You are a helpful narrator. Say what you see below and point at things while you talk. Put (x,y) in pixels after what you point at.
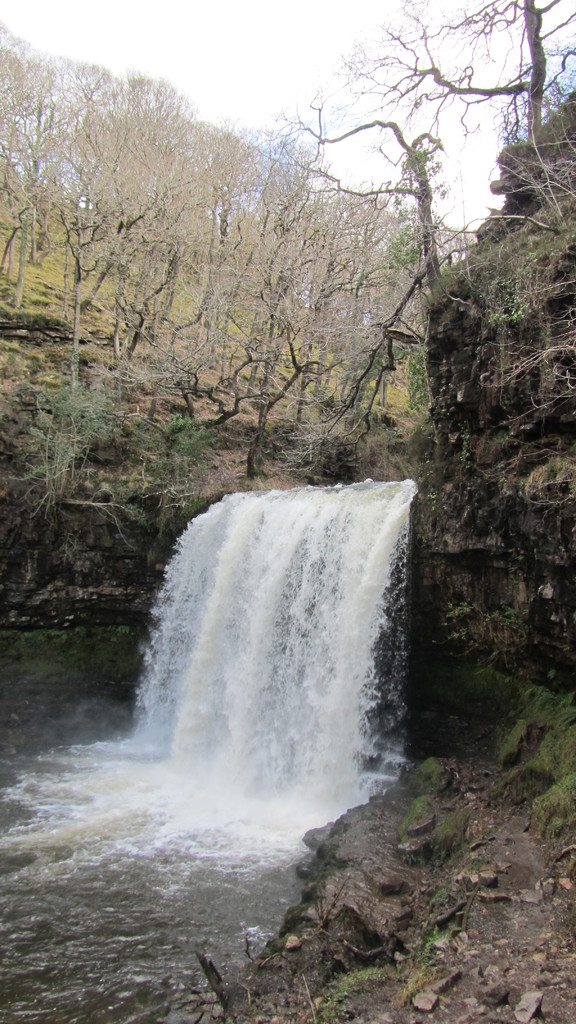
In this picture I can see the waterfall (243,643) in front (211,686). In the background (245,267) I can see number of trees (240,141) and the sky (310,32).
